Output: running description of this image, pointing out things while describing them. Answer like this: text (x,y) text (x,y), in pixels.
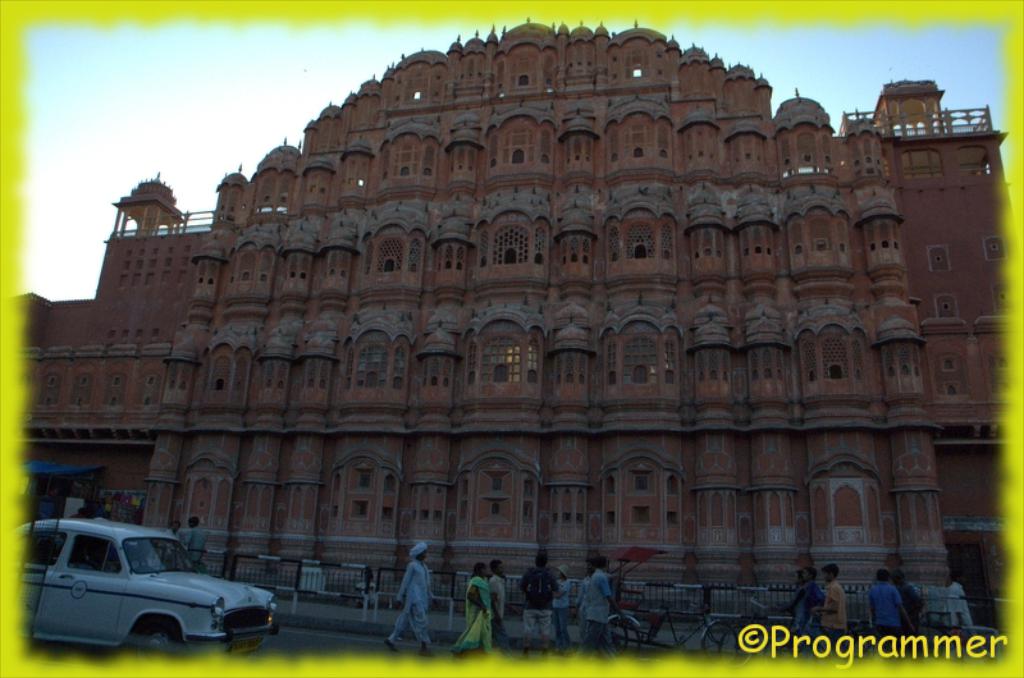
This is an edited image. In the center of the image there is a palace (180,272). At the bottom of the image (416,552) there are people (527,603). There is a car (38,571).
